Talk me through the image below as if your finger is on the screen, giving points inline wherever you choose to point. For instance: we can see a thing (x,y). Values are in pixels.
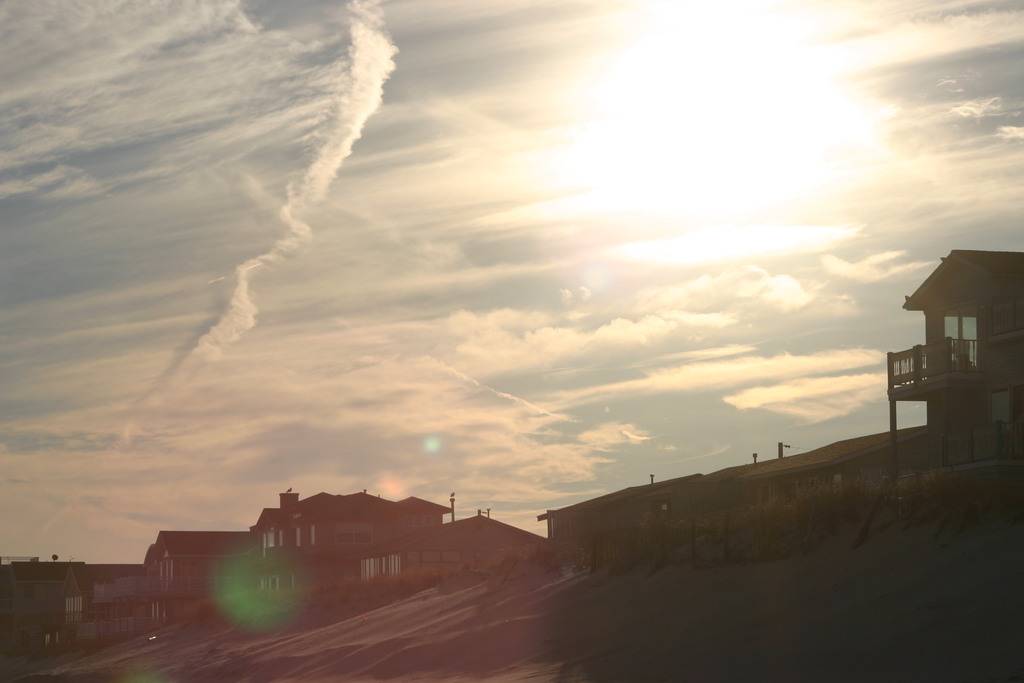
In this image we can see few buildings (495,530), there are some windows (384,557) and poles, in the background (276,224) we can see the sky (193,230) with clouds (194,234).
